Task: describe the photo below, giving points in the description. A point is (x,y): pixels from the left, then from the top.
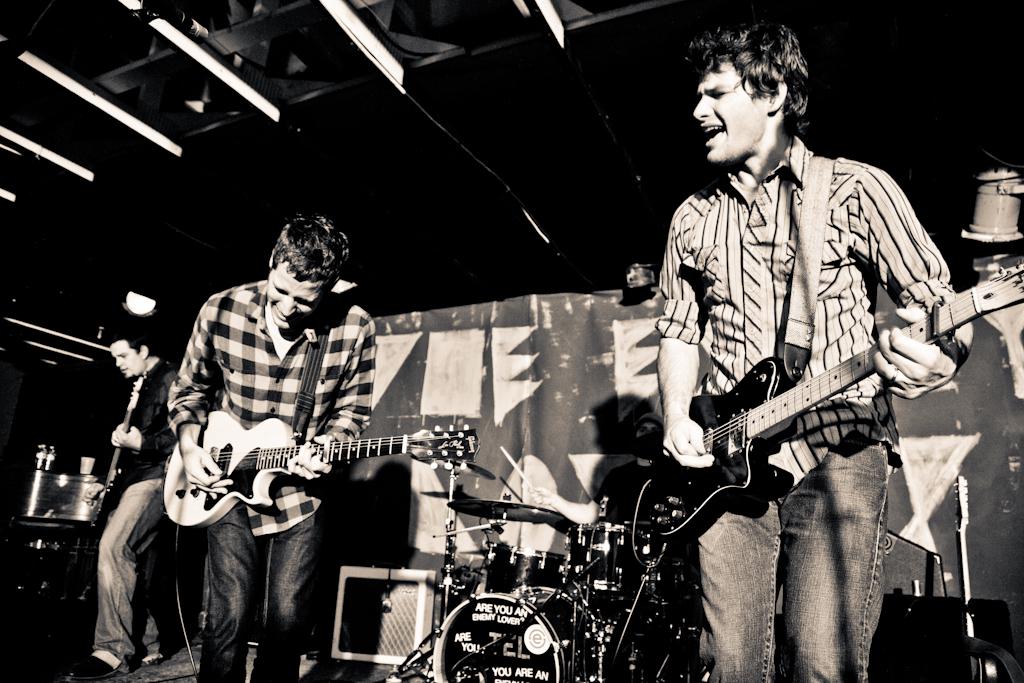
We can see few people (781,524) are playing a musical instrument (605,520). There is a banner (571,382) at the back side (575,381). We can see lights (136,306) here and here.
